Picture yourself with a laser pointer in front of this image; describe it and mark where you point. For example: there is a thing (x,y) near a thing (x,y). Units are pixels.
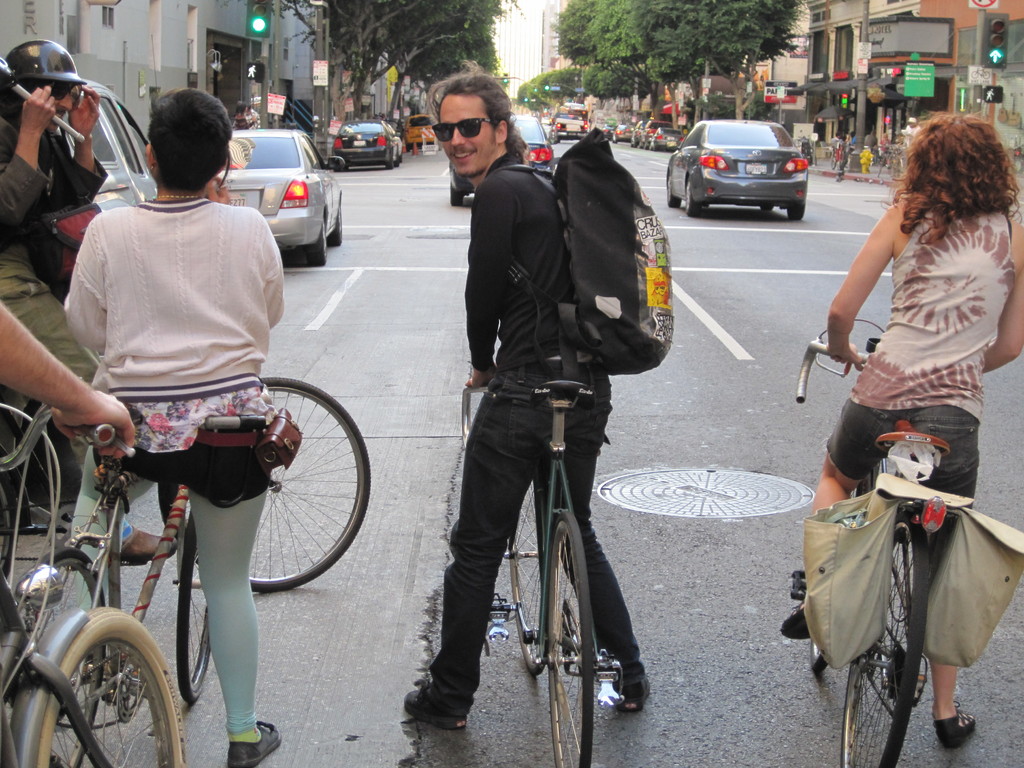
This picture describes about group of people (921,293), few people (925,278) are standing with their bicycle (287,431) in the road (717,461), in the background (725,60) we can see traffic lights (995,63), hoarding (918,70), couple of cars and couple of trees (605,51).
